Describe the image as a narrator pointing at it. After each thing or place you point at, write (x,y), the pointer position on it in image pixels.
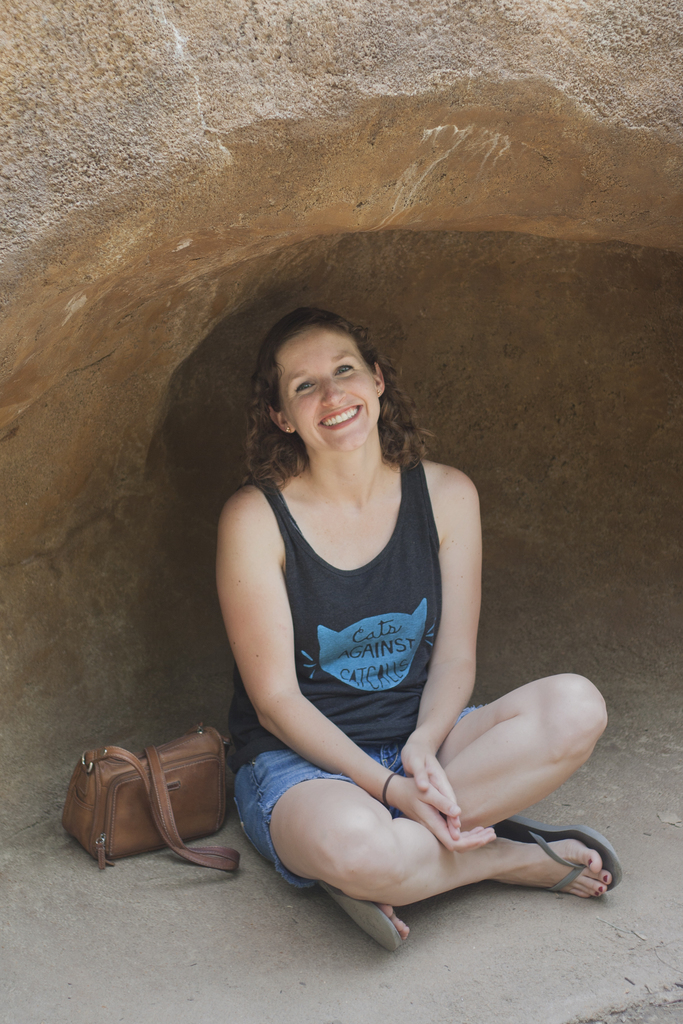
In this image the woman (423,730) is sitting on the floor (438,989) and she is smiling. There is a bag (116,817).
